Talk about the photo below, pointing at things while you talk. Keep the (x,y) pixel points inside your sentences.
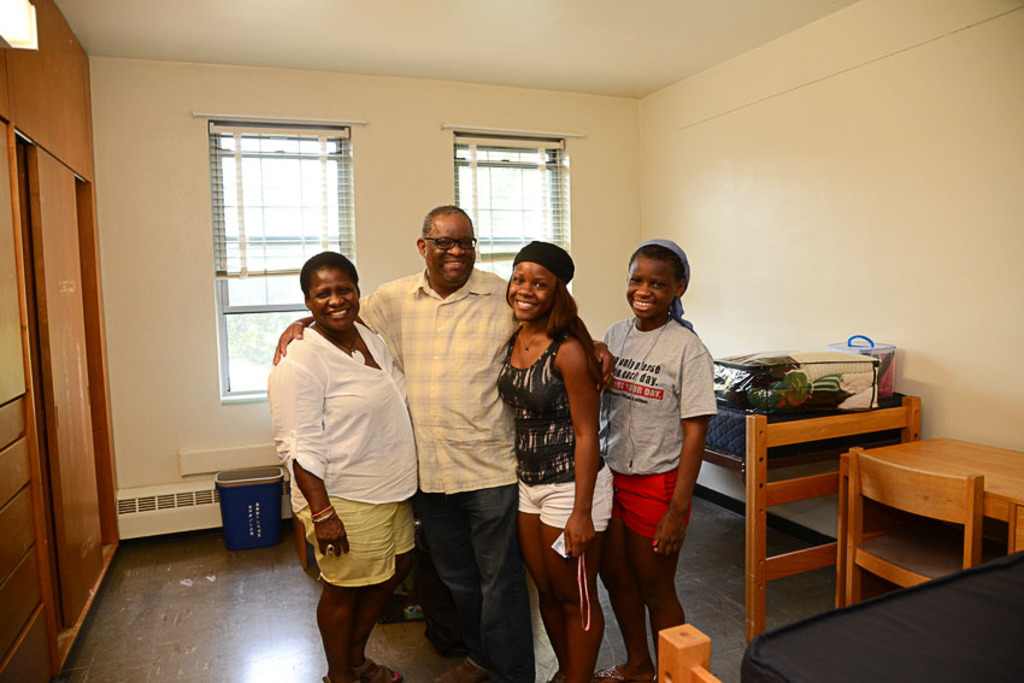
There are four people (407,452) standing and smiling. This looks like a dustbin (268,515). This is a table (928,451) with an empty chair (902,505). These two looks like a bed (894,667). I think these are the wardrobes (75,364) and these are the windows (312,199).
